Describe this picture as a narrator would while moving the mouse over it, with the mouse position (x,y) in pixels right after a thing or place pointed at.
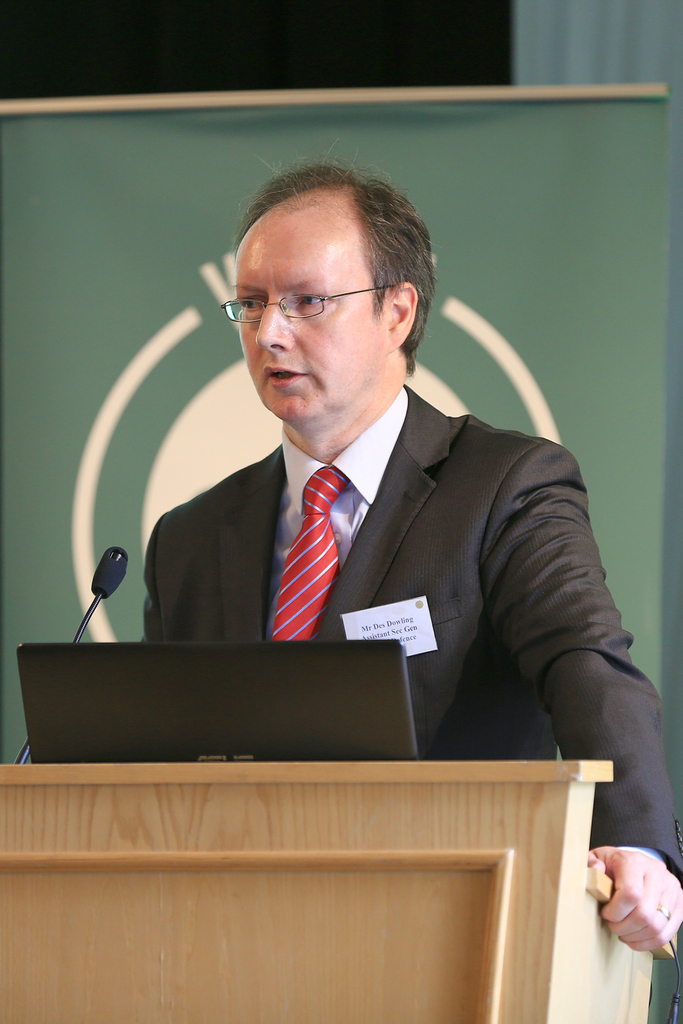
In this image I can see a person (640,675) standing in front of the podium (415,797). I can see a mic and laptop (207,707). He is wearing black coat (494,596) and red tie (313,598). Background (207,153) I can see a green color banner (118,178).
